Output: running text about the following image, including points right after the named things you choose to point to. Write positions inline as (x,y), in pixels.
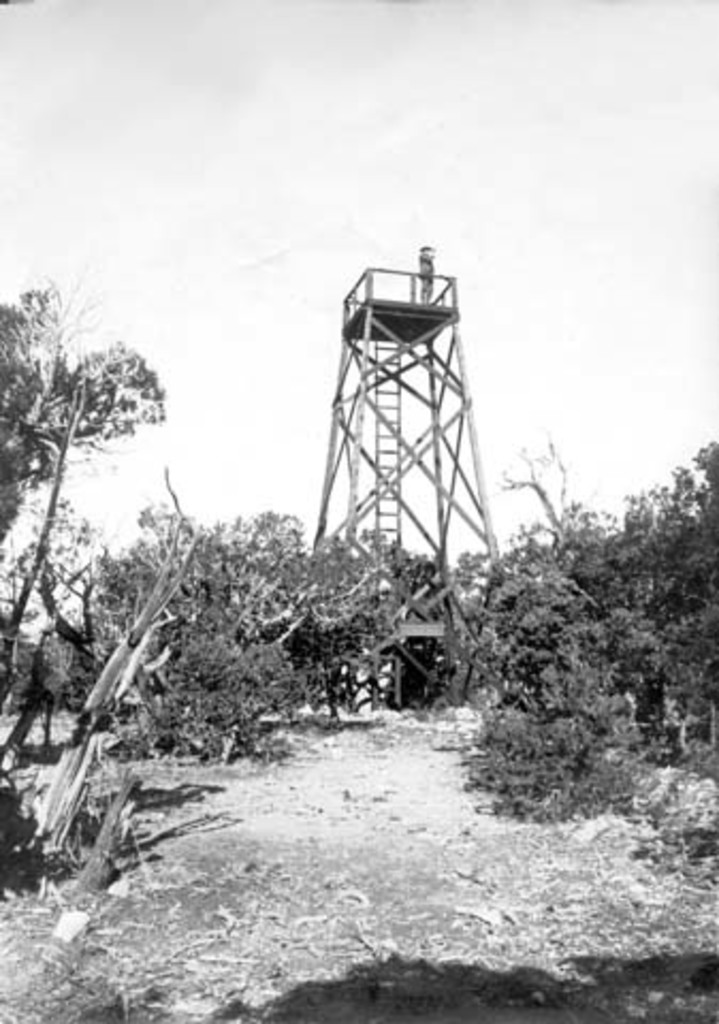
This is a black and white image where I can see so many trees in the ground (683,916), also there is a wooden tower (346,344).
